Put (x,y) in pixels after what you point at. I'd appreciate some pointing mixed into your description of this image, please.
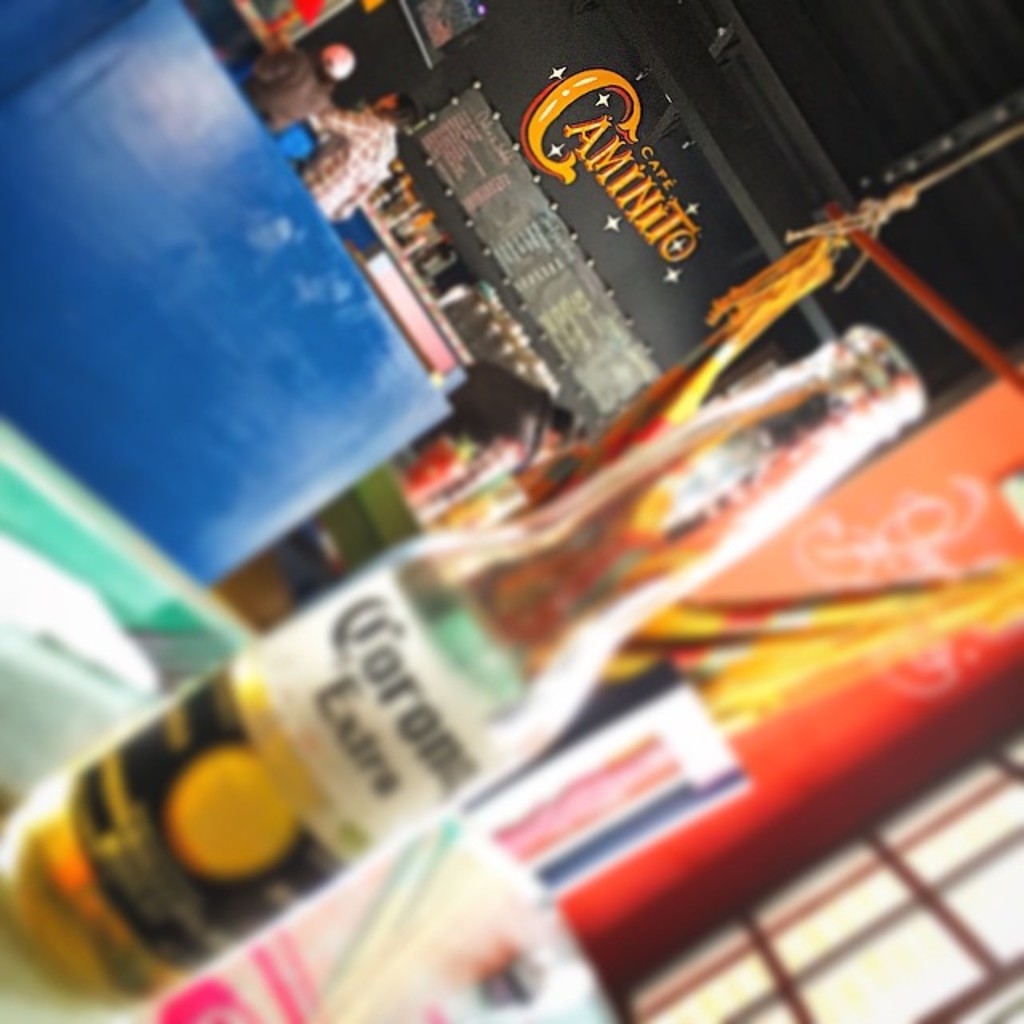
In this image I can see a beer bottle (444,687) on the table (25,671). There are people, bottles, boards (550,296) and some other objects (405,356).
